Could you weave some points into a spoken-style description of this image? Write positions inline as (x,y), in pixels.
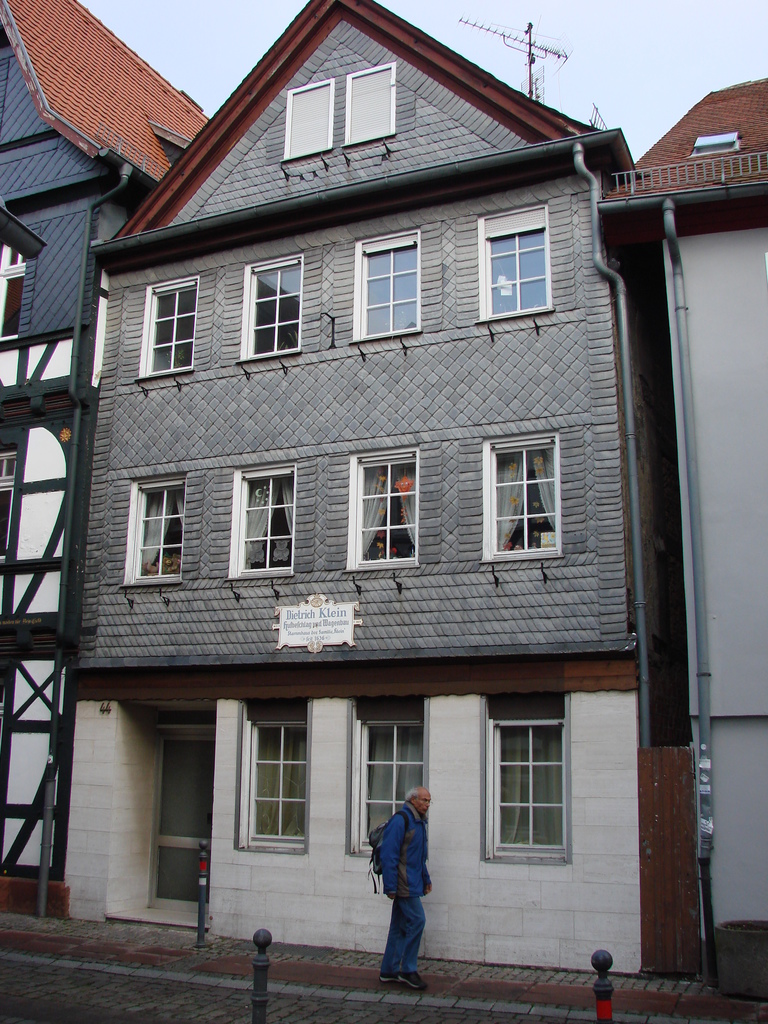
In the image there are buildings (474,430) in the back (474,334) with many windows (407,280) and a person (408,846) walking in front of it and above its sky (633,50).
